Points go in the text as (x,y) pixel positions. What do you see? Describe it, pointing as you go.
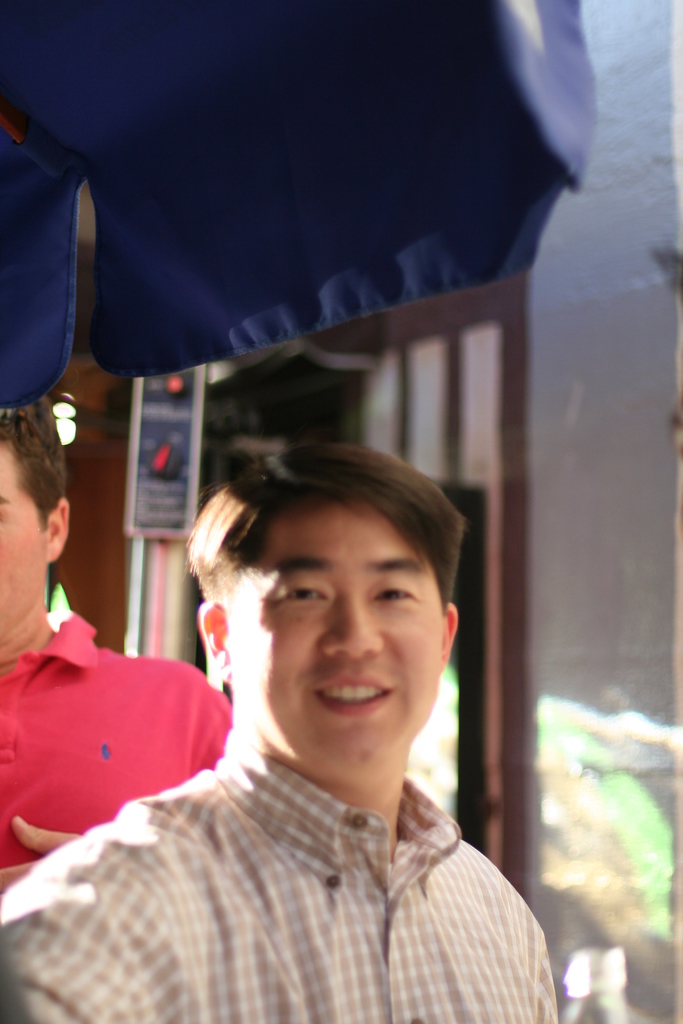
In this image we can see two persons (239,744). In the background (538,297) it is looking blur. Also we can see a wall (603,362). At the top (521,120) we can see part of an umbrella (272,125) at the top (309,105).
